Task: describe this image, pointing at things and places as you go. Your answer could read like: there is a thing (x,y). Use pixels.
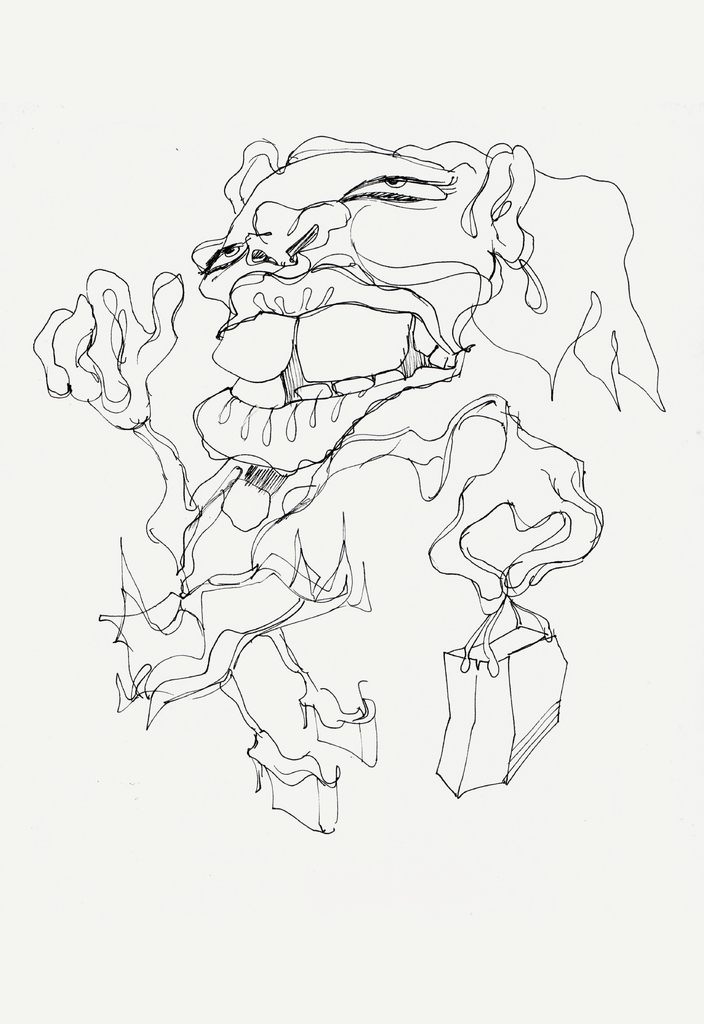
In this image we can see a drawing (452,416) on the paper (362,885).
